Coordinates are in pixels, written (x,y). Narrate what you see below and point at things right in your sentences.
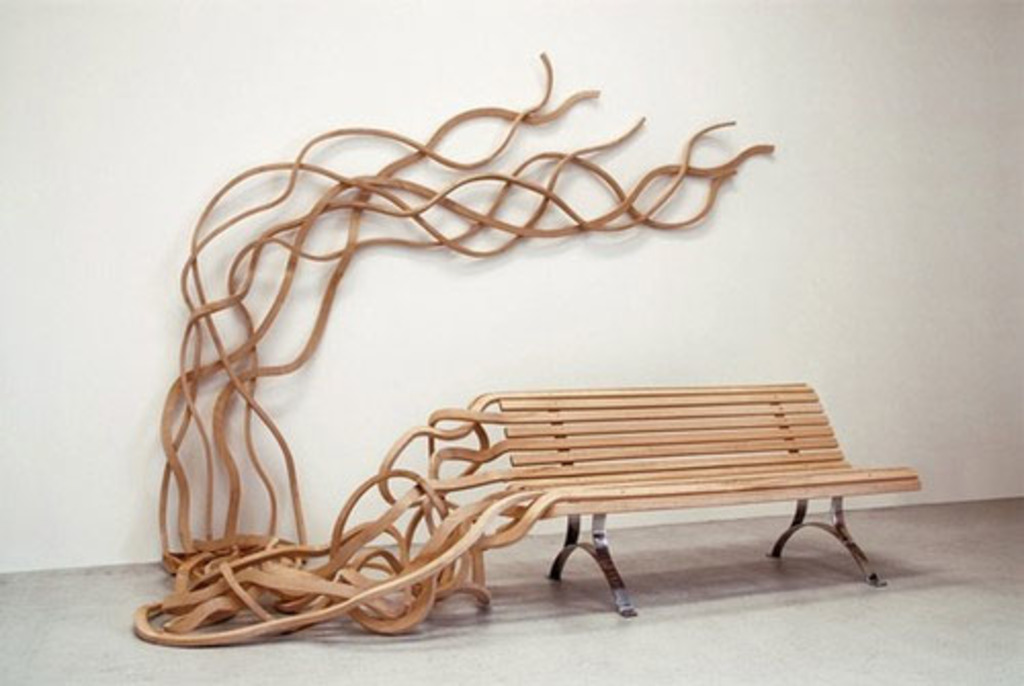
We can see designed wooden bench (652,483) on the surface (604,610) and we can see wall (296,10).
